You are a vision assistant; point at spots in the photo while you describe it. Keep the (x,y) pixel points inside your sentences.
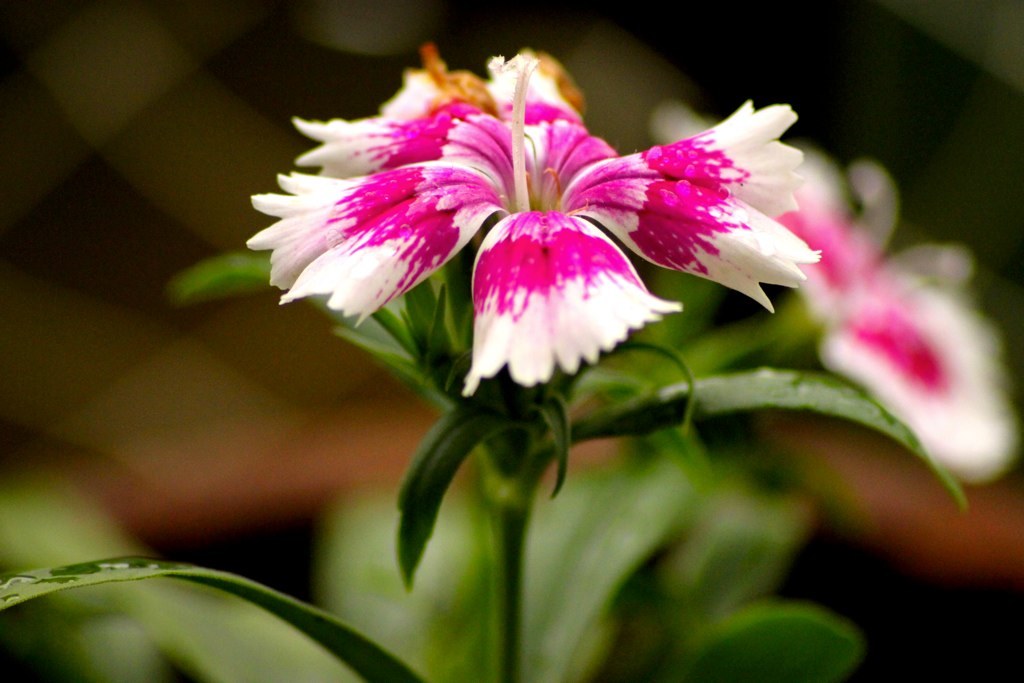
In the image there are flowers (847,287) and leaves (537,587). Behind them there is a blur background (403,55).
